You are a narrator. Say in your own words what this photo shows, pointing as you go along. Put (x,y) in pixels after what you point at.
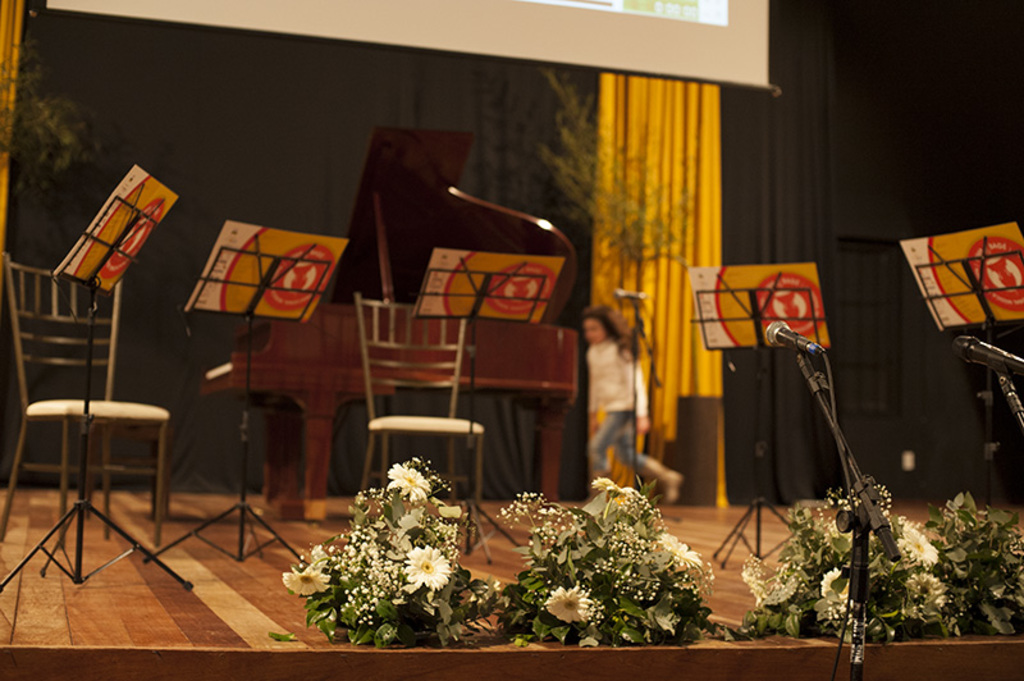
In this picture I can see mikes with the mics stands (854,493), there are flower bouquets (766,581), chairs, there are books (962,236) on the musical books stands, there is a grand piano (323,373), there is a person (666,475) running, and in the background (659,134) there are trees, curtains (655,352) and a projector screen (652,52).
